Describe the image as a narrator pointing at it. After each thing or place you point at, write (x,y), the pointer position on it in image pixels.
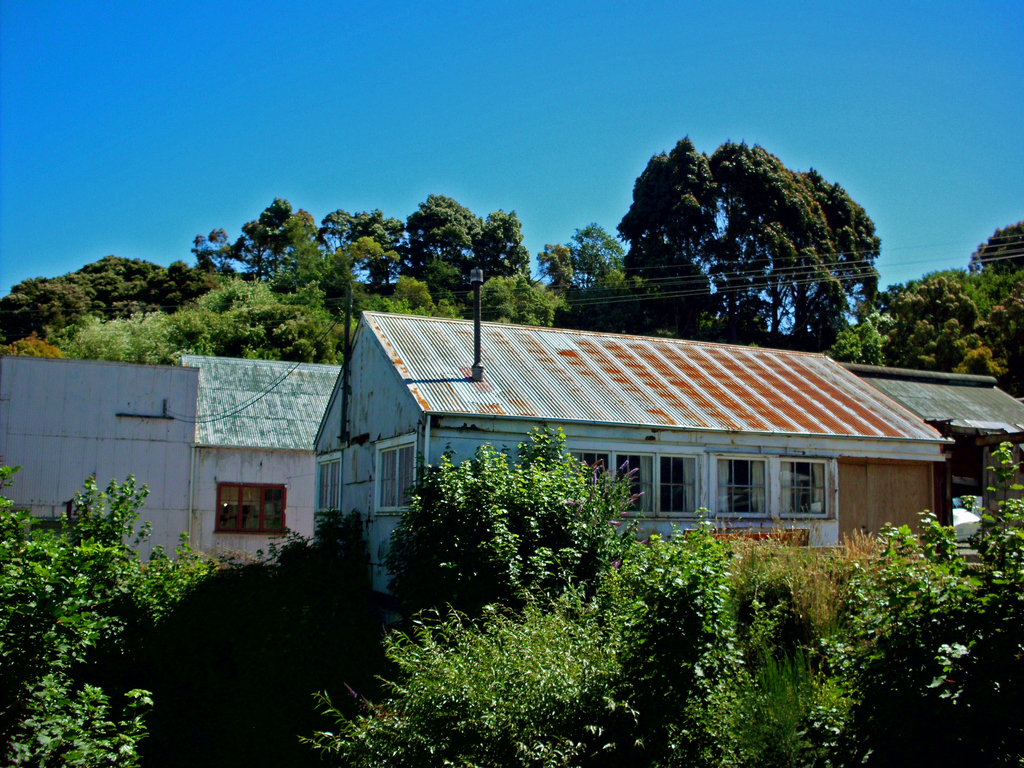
In this image I can see houses (740,466) and in front of houses (4,400) I can see plants (464,627) and bushes (155,620), at the top (882,196) I can see trees (59,281) and power line cables (716,267) and the sky (640,68) visible.
